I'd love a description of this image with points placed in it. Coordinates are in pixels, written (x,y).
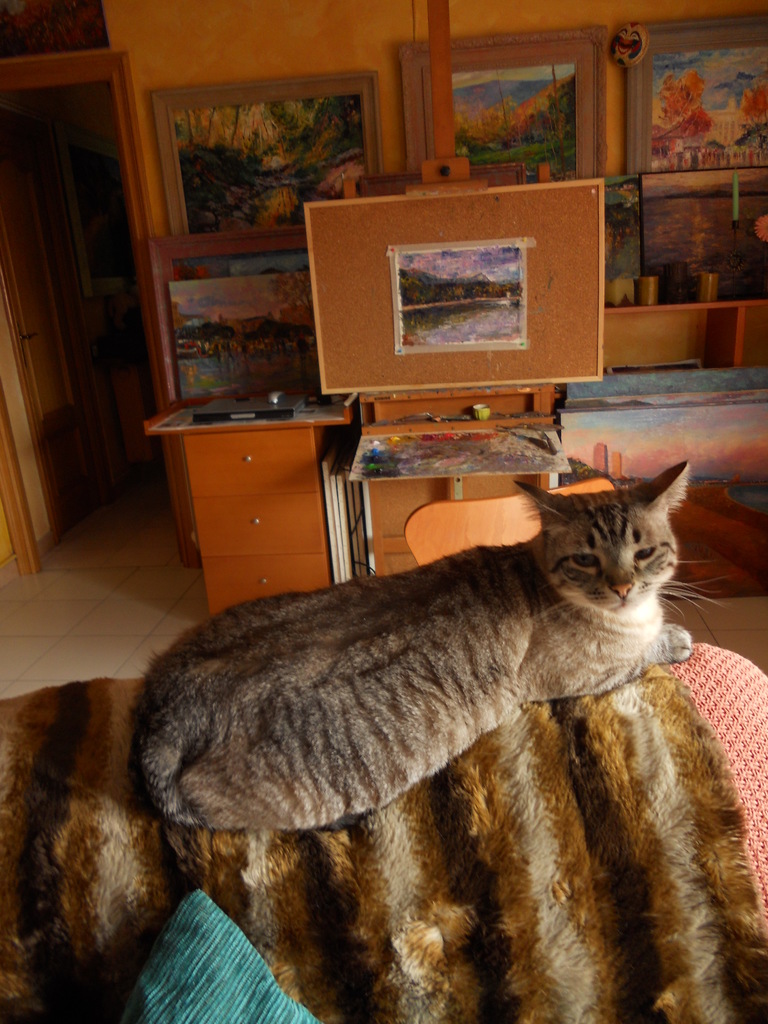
in this image i can see a cat (505,592). behind cat (347,637) there is a table (267,450). behind that there are many photo frames (336,172). at the left side (59,280) there is a door (46,373).
